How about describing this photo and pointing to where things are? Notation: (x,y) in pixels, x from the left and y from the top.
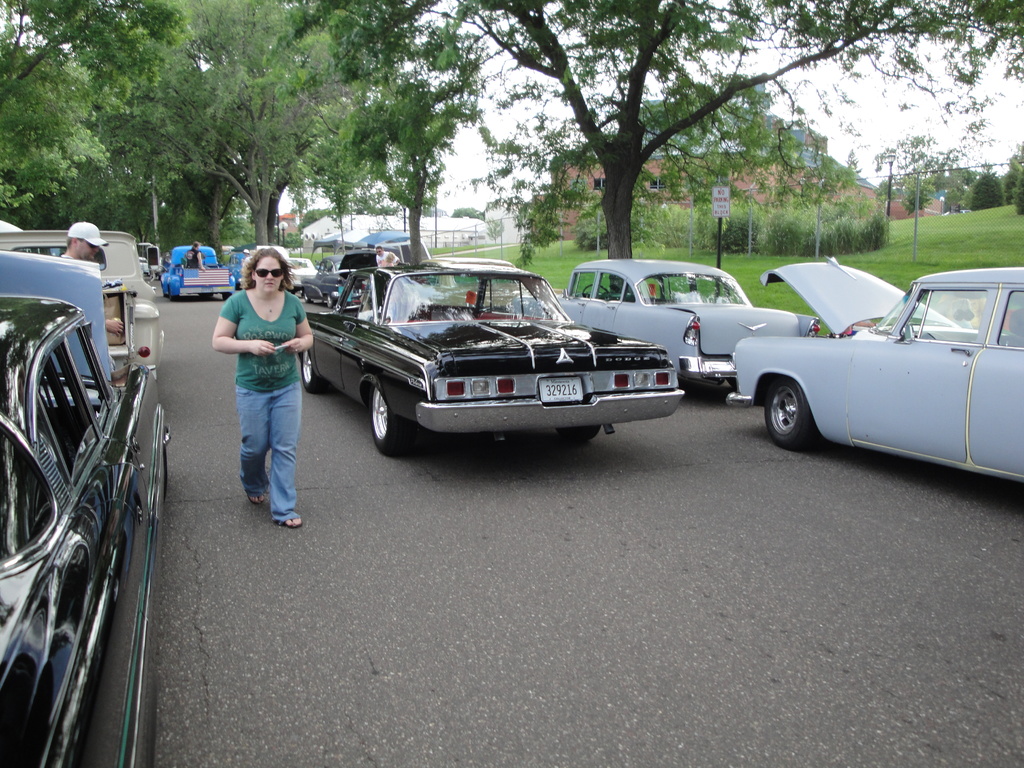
In this image I can see the vehicles (414,411) on the road (584,613). I can also see some people (118,331). In the background (543,212), I can see the trees (608,177), buildings (721,168) and the sky (861,115).
